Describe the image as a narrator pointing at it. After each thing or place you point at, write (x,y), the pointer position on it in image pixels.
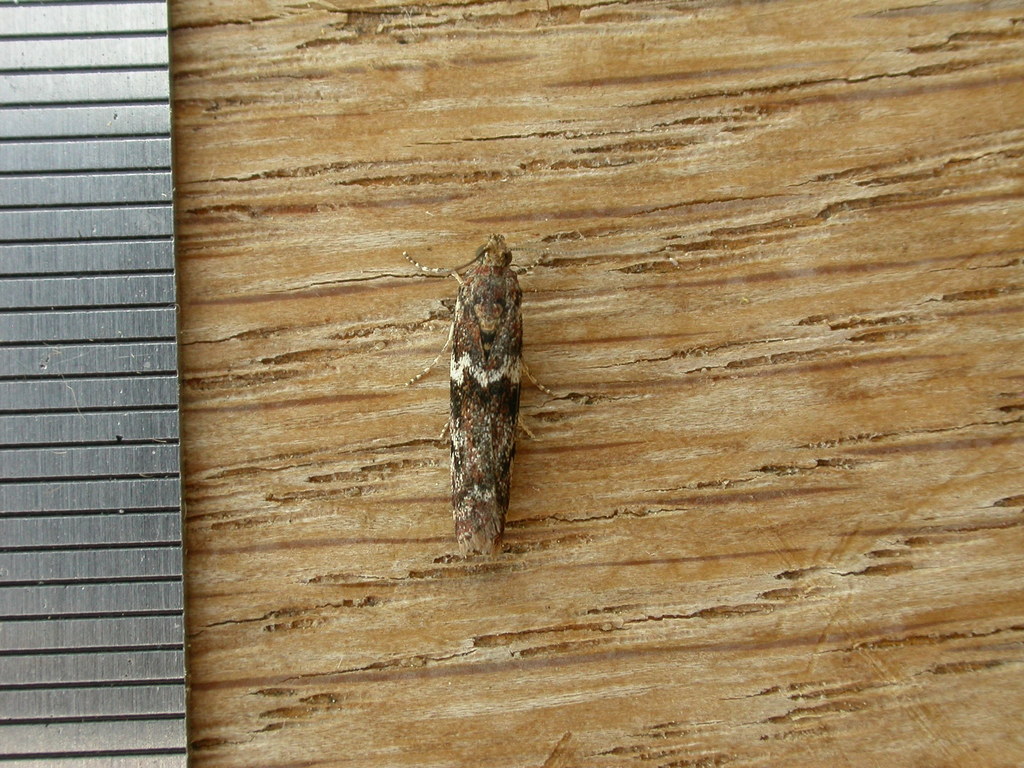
In this picture we can see an insect (455,326) on an object (661,443) and on the left side of the object (542,395) there is a steel item (111,409).
